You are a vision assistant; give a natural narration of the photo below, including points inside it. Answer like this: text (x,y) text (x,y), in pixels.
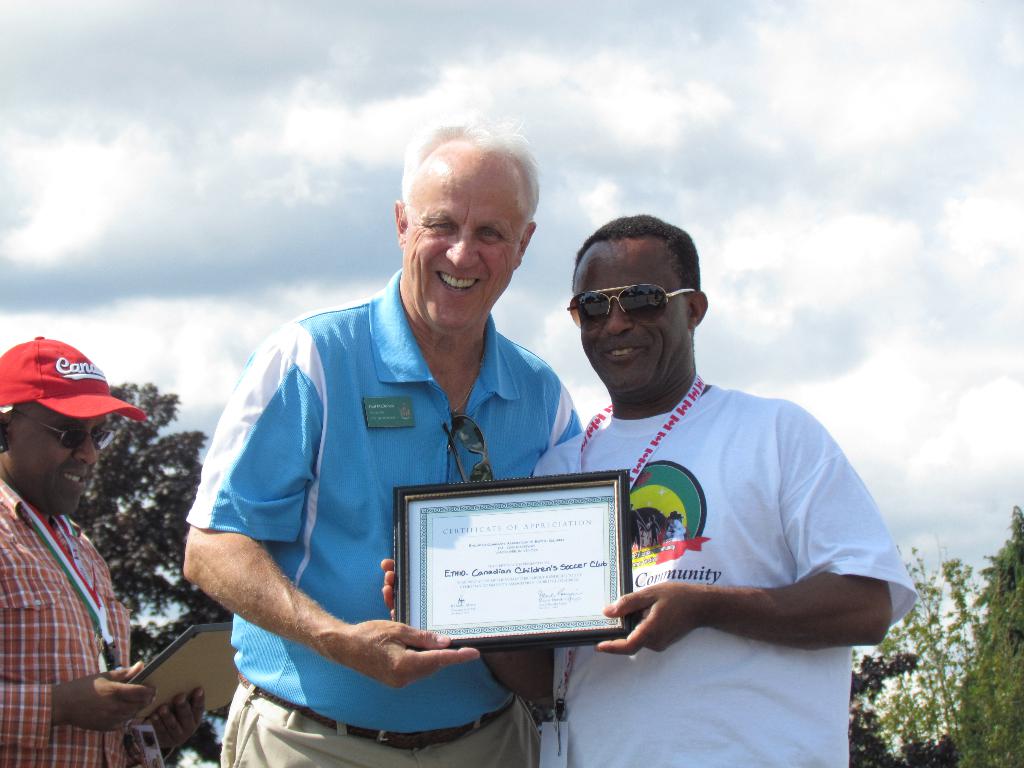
In this picture there are three men (472,689) standing and holding frames (186,663). In the background of the image (924,464) we can see trees (895,665) and sky (786,217) with clouds (820,232).
